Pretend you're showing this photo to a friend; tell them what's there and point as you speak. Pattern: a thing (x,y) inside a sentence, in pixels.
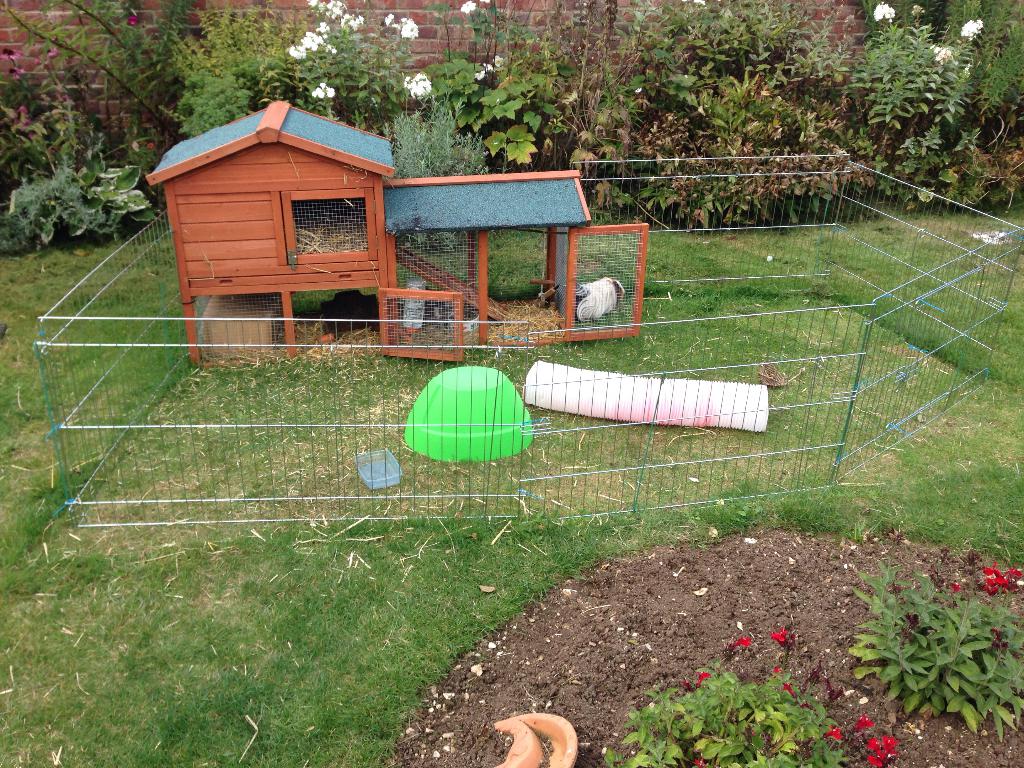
In this image, we can see the shed (355,245). We can see the ground (295,571) with some grass (343,456) and a few objects (670,413). We can also see the fence (918,225). We can see some plants (538,106), flowers (935,50). We can also see the wall (810,15).
